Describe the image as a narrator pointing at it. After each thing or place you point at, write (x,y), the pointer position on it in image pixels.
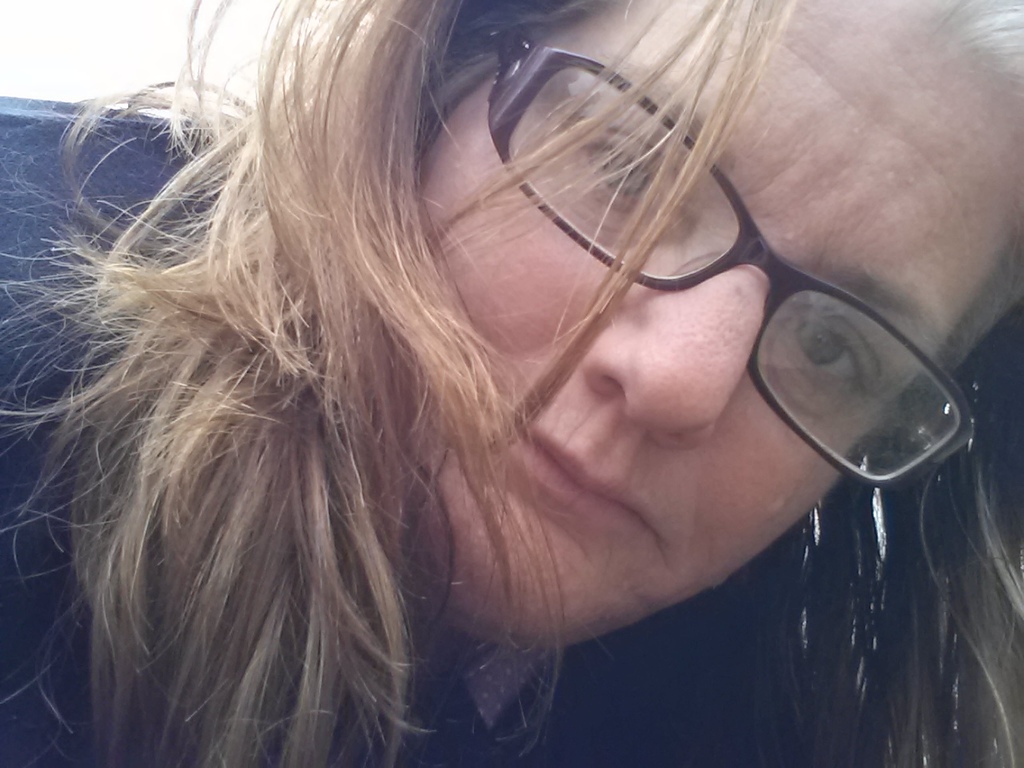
In this image I can see a person (767,371) wearing spectacles (895,431).
